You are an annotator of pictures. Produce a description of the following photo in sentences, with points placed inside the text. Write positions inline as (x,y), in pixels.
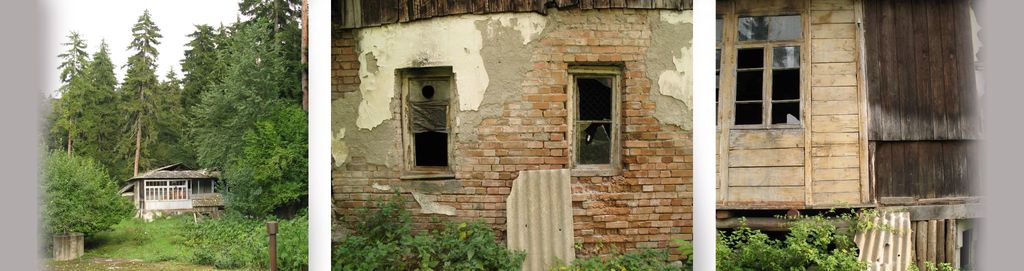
In this image we can see collage images of houses (345,204), trees (283,130) and plants (380,229).
